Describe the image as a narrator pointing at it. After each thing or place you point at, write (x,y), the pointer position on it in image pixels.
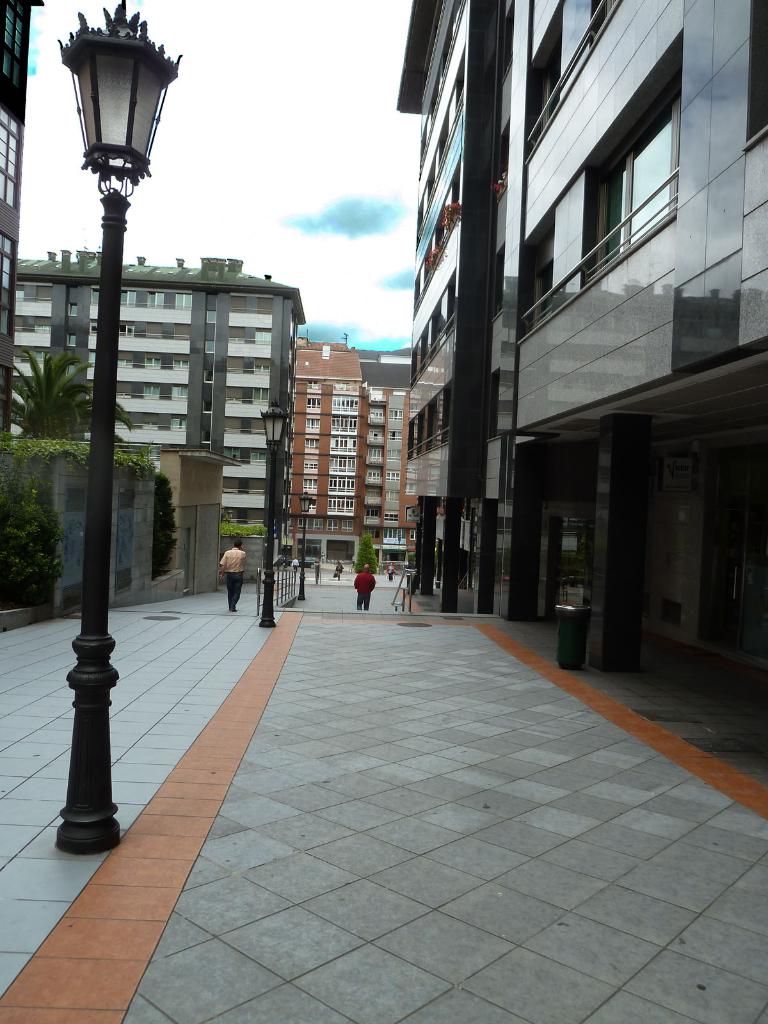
In the picture I can see the buildings (41,276) on the left side (12,200) and the right side (528,386) as well. I can see the decorative light poles (103,517) on the left side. I can see a few people (233,583) walking on the floor (219,598). In the background (266,322), I can see the buildings (326,462). There are clouds (363,244) in the sky (361,143).
